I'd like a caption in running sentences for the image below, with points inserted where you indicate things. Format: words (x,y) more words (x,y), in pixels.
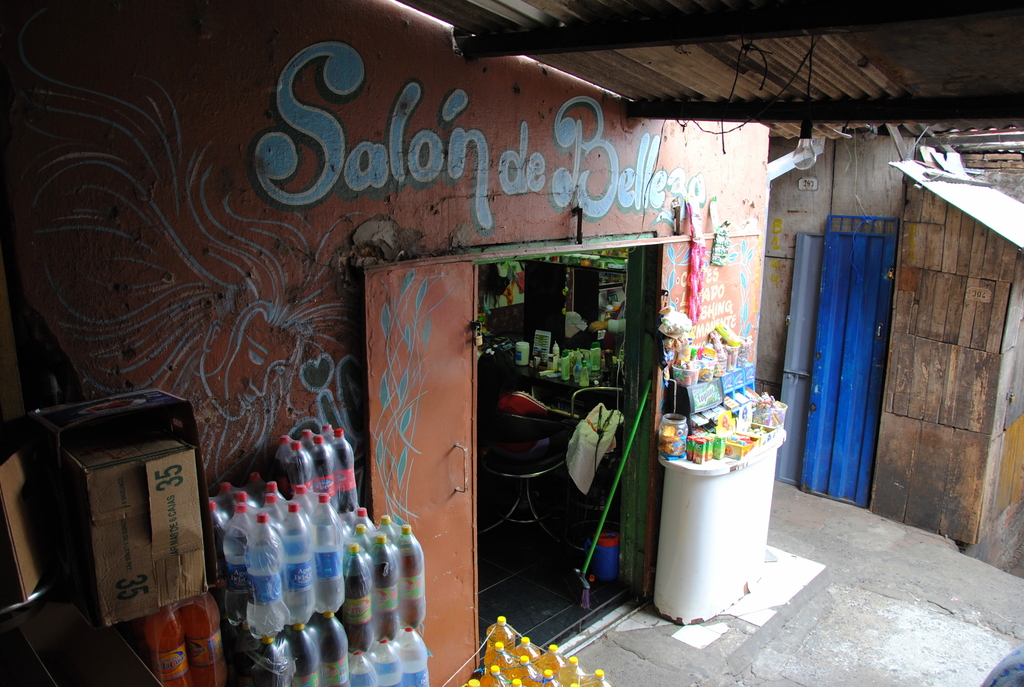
In this picture we can see bottles (372,571) placed in one after other and aside to this there is a door (616,514) and inside it we can see chair (529,438), mirror (585,298), some items (567,379) on table (542,379) and here we can see paintings (325,187) on wall (492,180) and cupboard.
